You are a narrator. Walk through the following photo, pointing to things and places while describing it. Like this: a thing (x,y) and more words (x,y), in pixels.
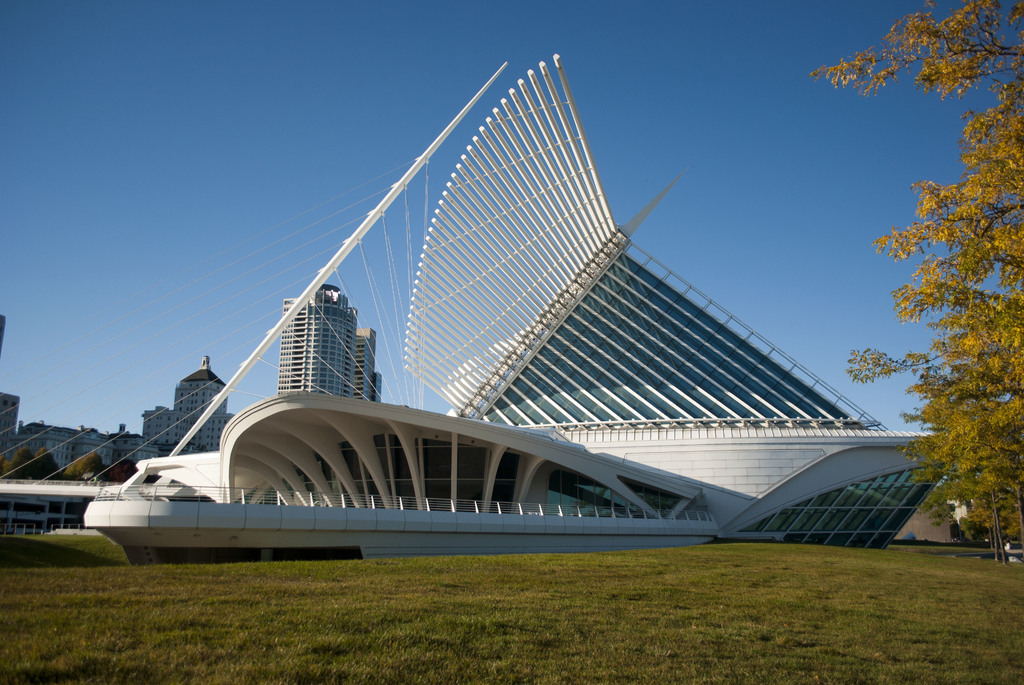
In the middle of the picture (546,366), we see an art museum (566,394). At the bottom of the picture (469,602), we see the grass (928,618). On the right side (920,300), we see a tree (974,510). There are trees (123,467) and buildings (205,392) in the background (326,341). At the top of the picture (345,102), we see the sky (184,102), which is blue in color.
